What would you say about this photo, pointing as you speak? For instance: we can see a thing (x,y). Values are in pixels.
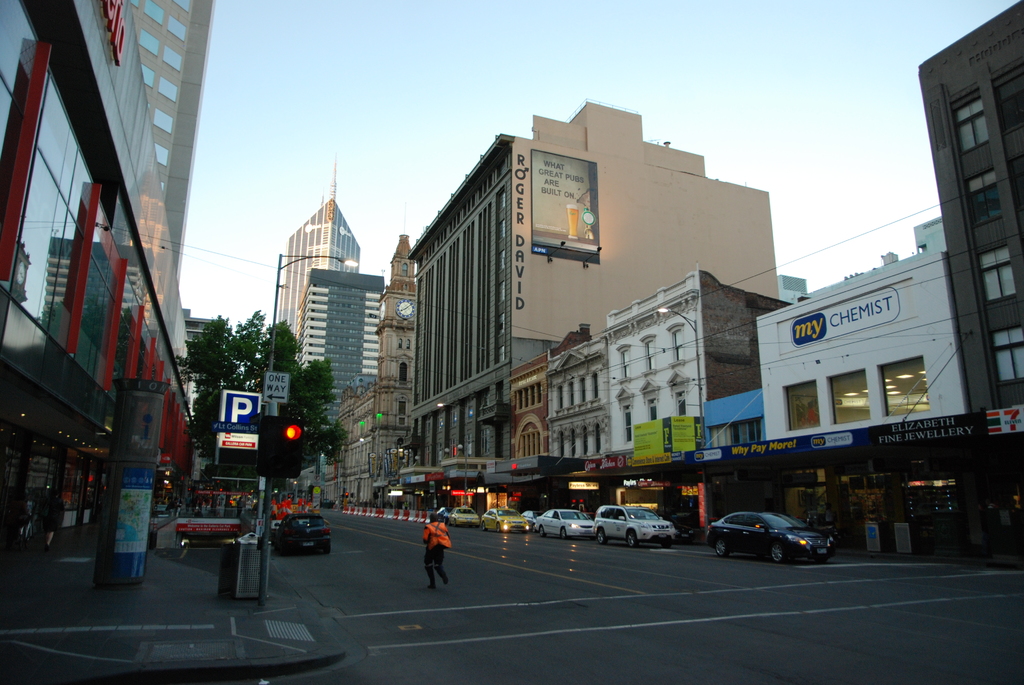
As we can see in the image there are buildings (483,302), windows (900,390), tree (244,384), traffic signal (281,427), cars (290,530), a person (431,570) walking over here, banner (577,194) and at the top (641,63) there is sky (505,53).
